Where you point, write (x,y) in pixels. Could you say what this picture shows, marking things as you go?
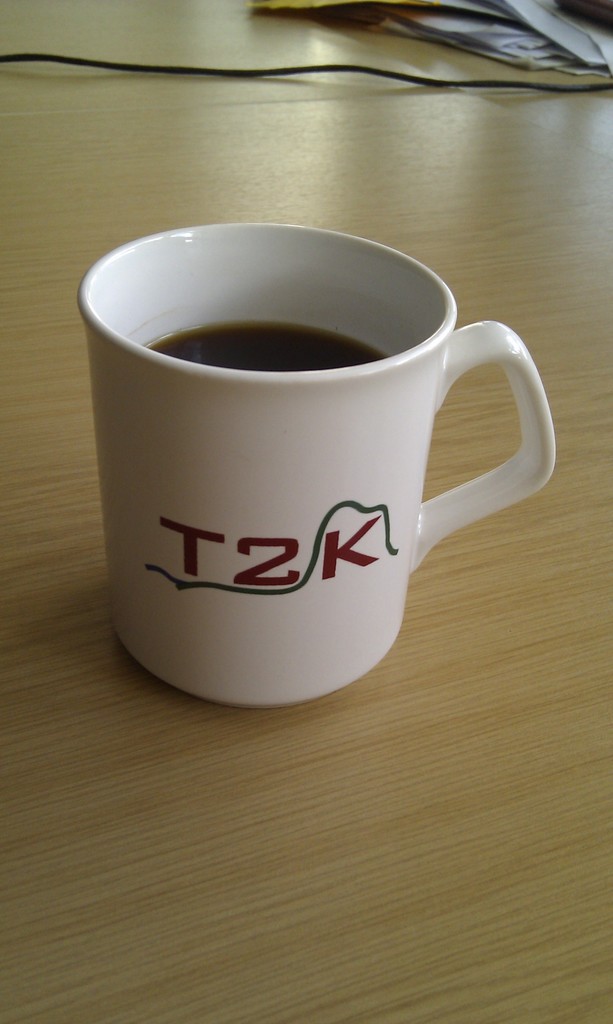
It is a teacup (249,547) in white color.
